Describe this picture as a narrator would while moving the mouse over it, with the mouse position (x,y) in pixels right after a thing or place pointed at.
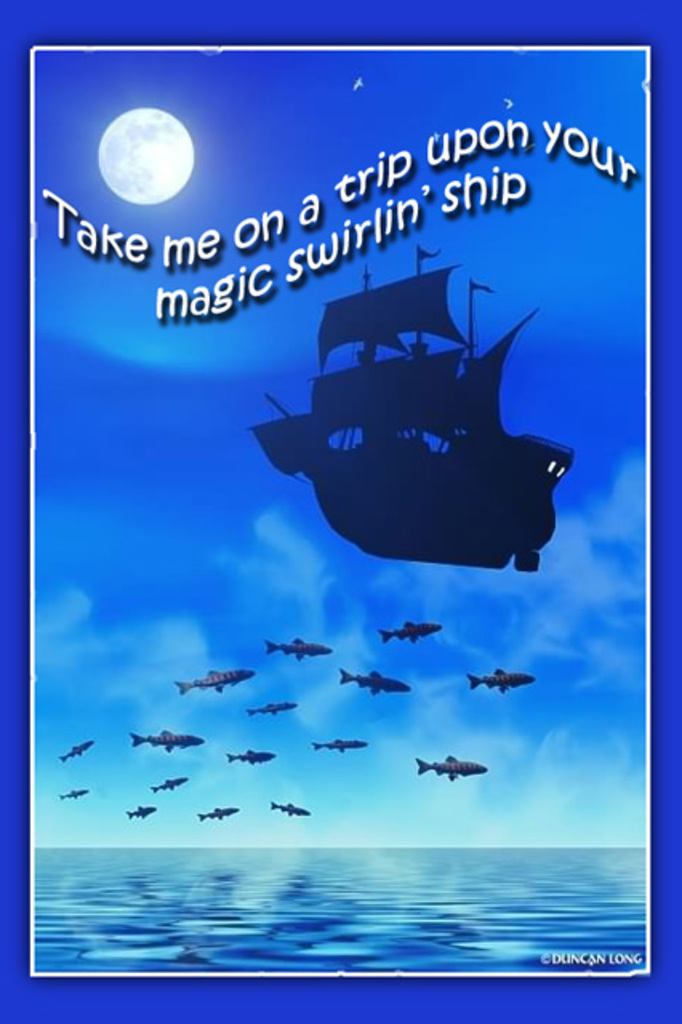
In this image, we can see a ship (404,476) and some fishes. There is a sea (485,911) at the bottom of the image (425,870). There is a moon (116,168) in the sky (276,188). There is a text (254,220) at the top of the image (382,213).
